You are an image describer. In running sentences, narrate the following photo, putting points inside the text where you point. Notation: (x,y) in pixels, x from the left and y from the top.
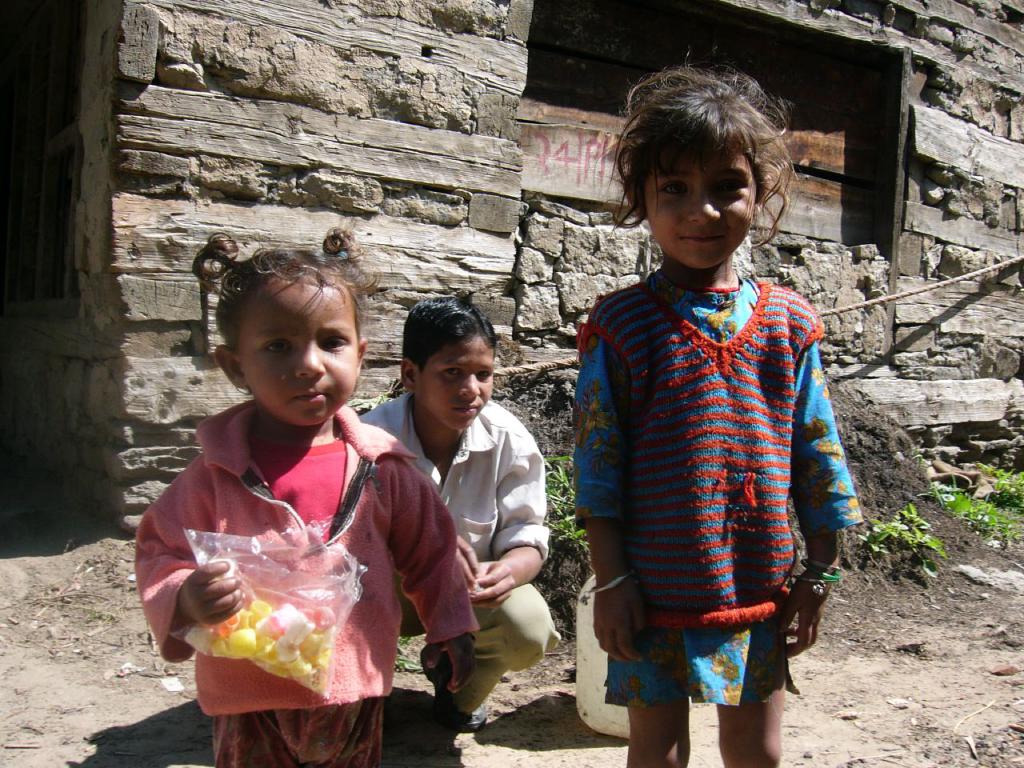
In this image we can see a group of children (717,409) are standing on the ground (5,605), and smiling, here is the wall (582,206), here is the window (598,161), here are the small plants (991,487).
